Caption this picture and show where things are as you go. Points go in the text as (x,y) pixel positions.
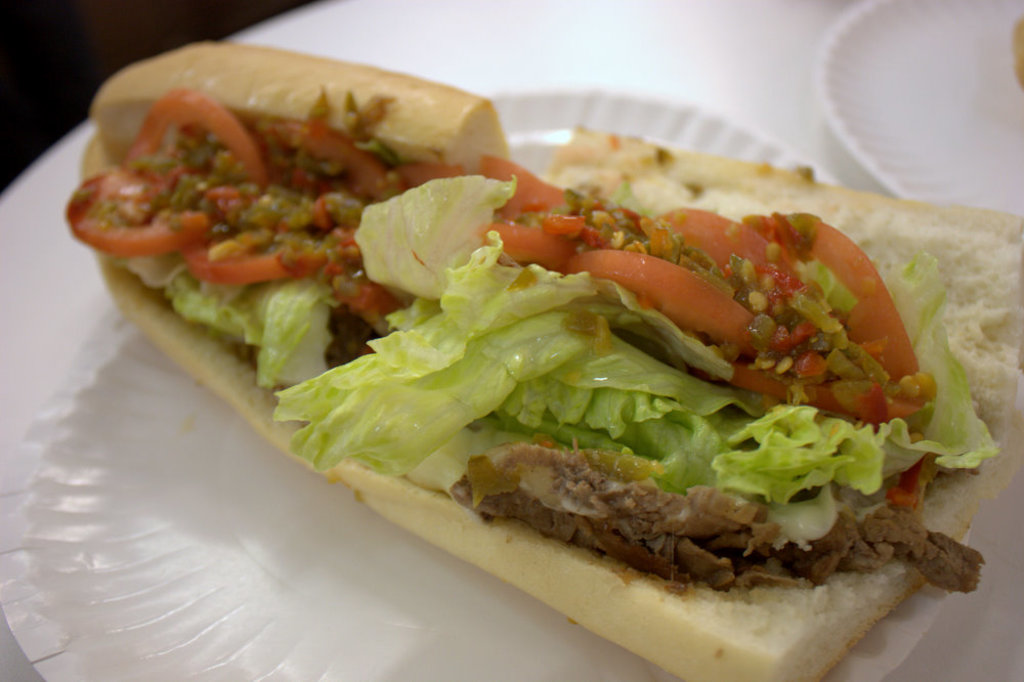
We can see plates (985,64) and food (770,186) on the white platform (380,35). In the background (178,18) it is dark.
